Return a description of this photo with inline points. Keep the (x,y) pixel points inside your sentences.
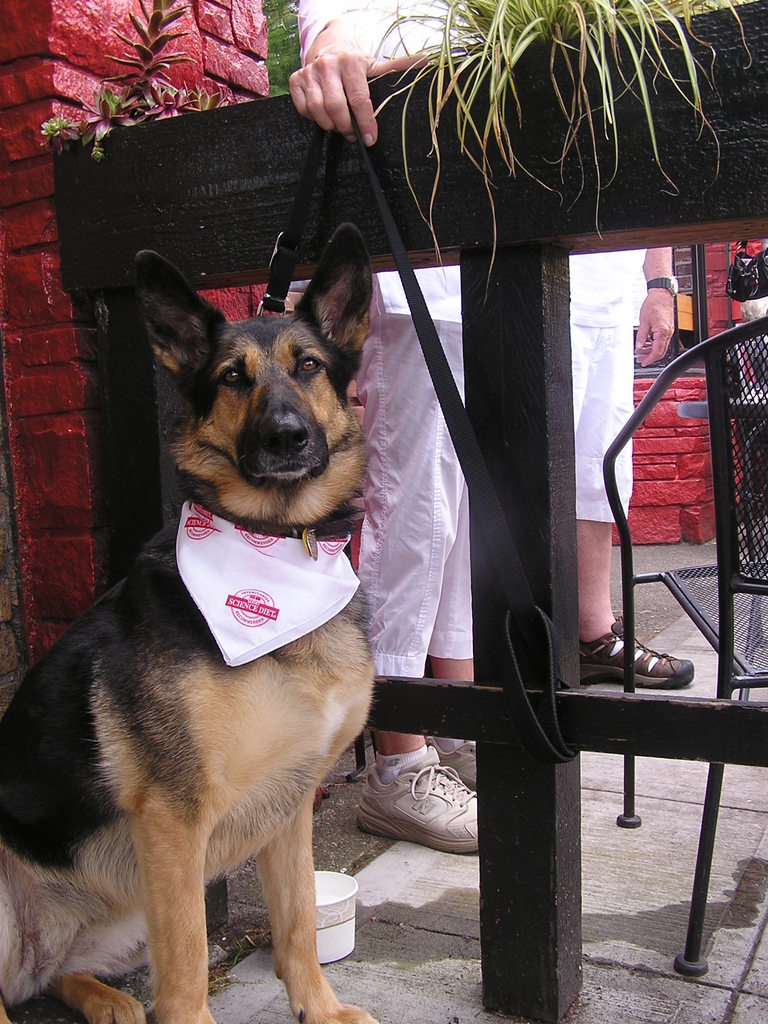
In this image on the left (184,704) I can see a dog (216,703). I can see some people (612,363). On the right side (758,572), I can see a chair (676,596).
